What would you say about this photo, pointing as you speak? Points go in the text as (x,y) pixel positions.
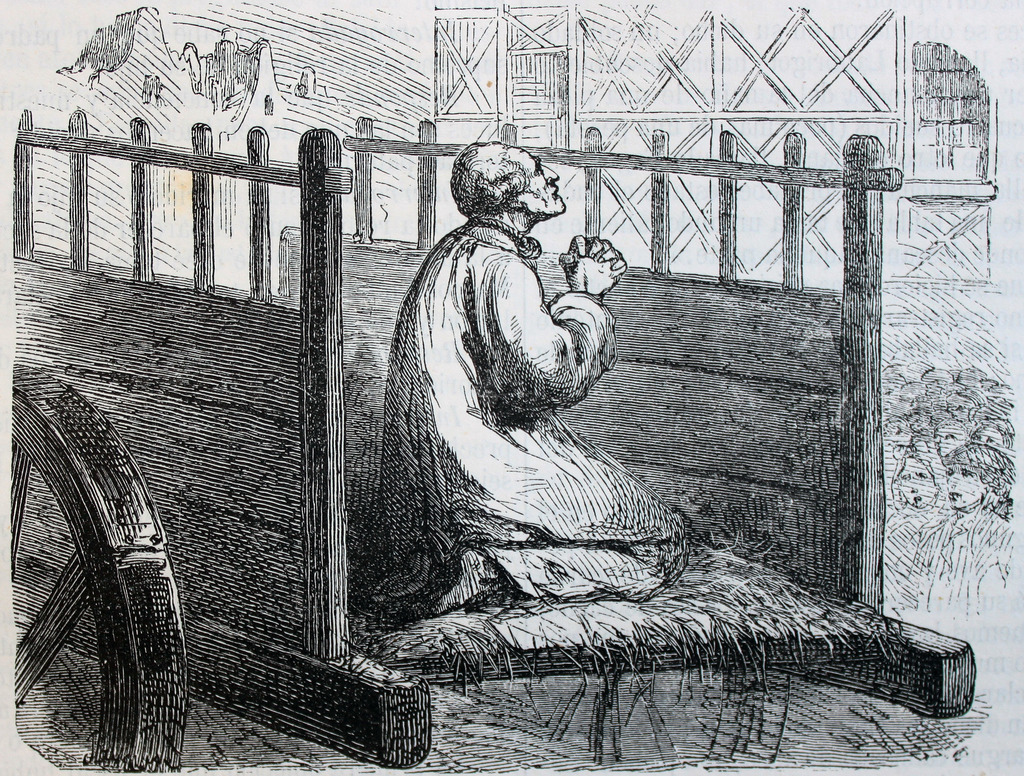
This is a sketch. In the center of the image (535,485) we can see a person (662,560) is kneeling on a bullock cart (310,441). On the right side of the image (955,528) we can see some persons (958,421). In the background of the image (917,137) we can see the wall (485,137), windows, rooftops (229,70).
